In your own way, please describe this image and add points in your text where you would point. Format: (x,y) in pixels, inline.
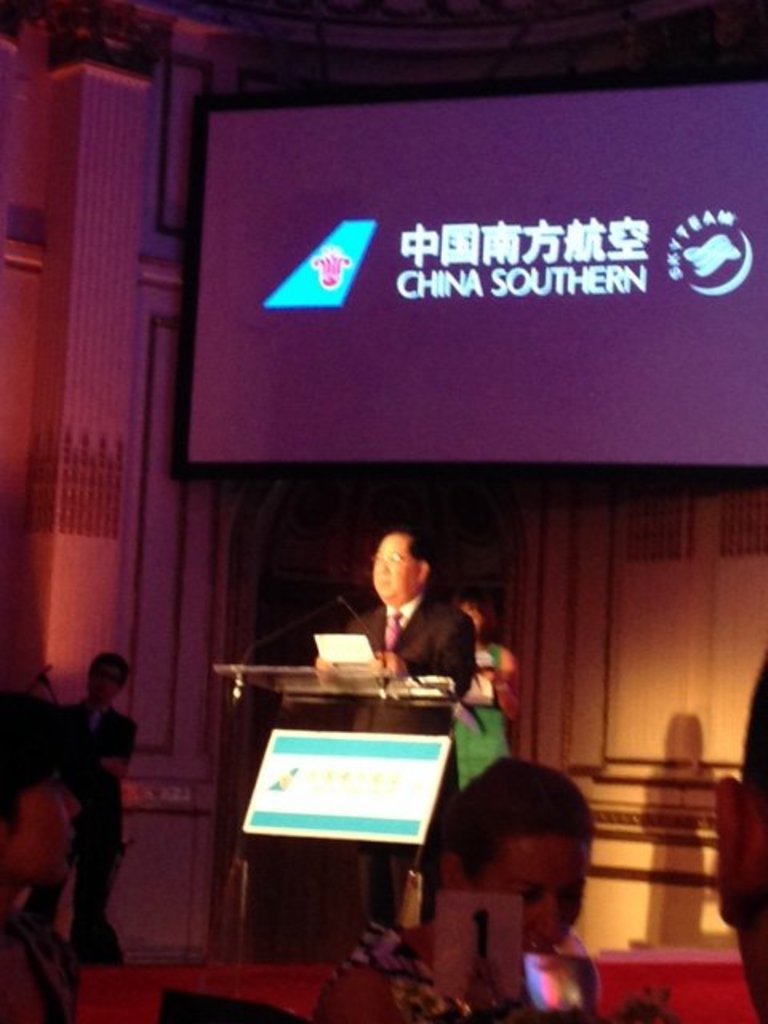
In this picture we can see some people (333,977), glass (538,991) with drink (583,980) in it, podium (351,849), paper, mics (327,602), screens (574,290), some objects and in the background (659,650) we can see the wall (620,564).
